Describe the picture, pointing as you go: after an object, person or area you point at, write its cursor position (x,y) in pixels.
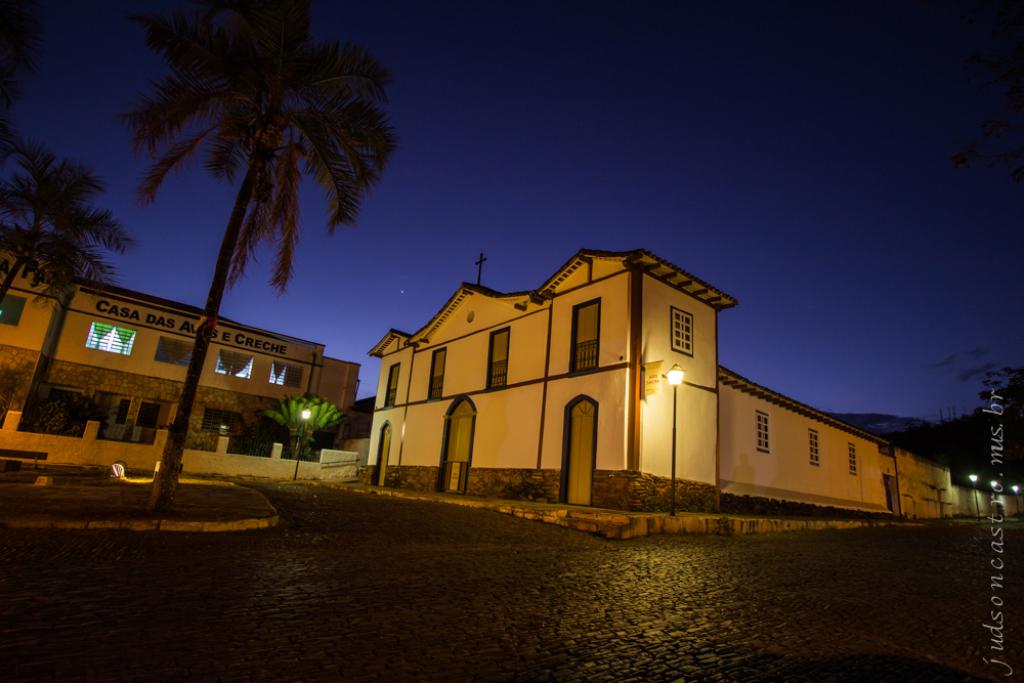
In this image I can see few buildings (361,426), windows (119,419), few trees (1011,449), number of lights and the sky (490,253) in background (695,230). I can also see watermark (1001,540) over here.
